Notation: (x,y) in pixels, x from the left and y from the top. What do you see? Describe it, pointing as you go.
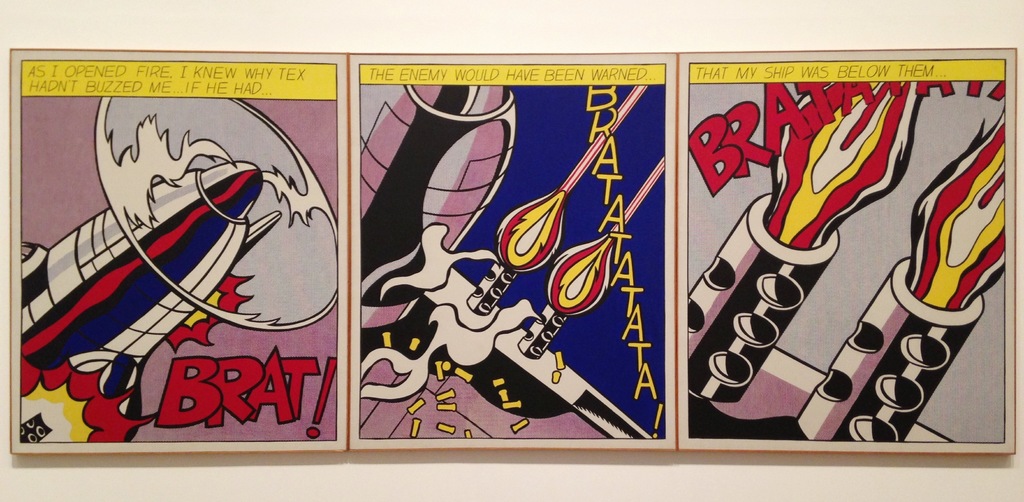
In this image we can see some pictures (426,233) of the cartoon (435,244) and some text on them.
